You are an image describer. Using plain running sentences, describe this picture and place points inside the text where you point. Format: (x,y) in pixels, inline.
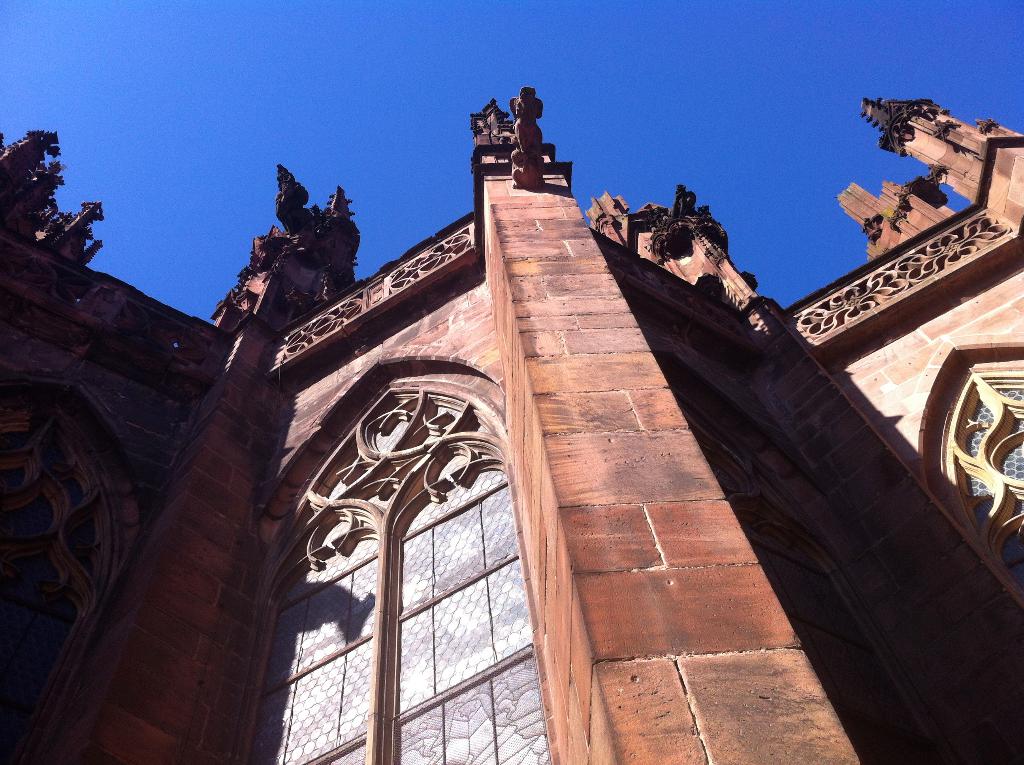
In this image we can see some building (570,463) which is of red color brick wall (707,433) and at the top of the image (618,118) there is clear sky (423,115).
